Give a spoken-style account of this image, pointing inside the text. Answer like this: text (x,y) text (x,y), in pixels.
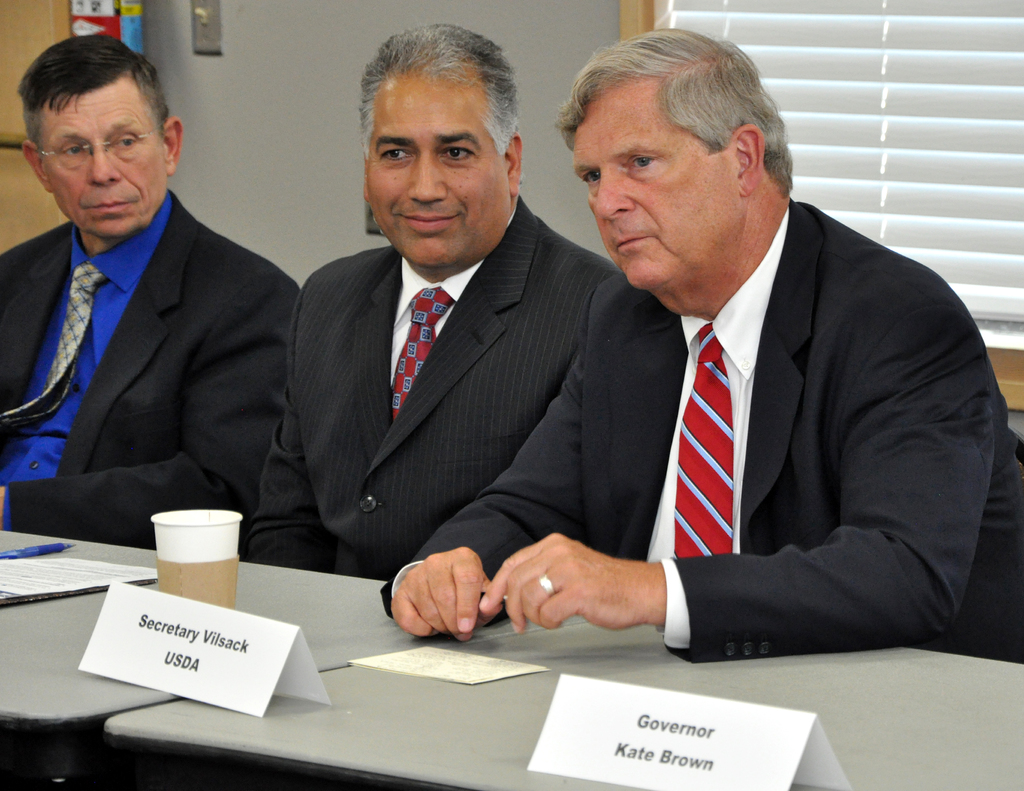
As we can see in the image there are three people (399,386) wearing black color jackets (568,314) and sitting on chairs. Behind them there is a wall (263,239) and a window (996,59). In the front (569,636) there are tables (533,692). On tables (447,787) there is a paper (61,582), pen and glass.
